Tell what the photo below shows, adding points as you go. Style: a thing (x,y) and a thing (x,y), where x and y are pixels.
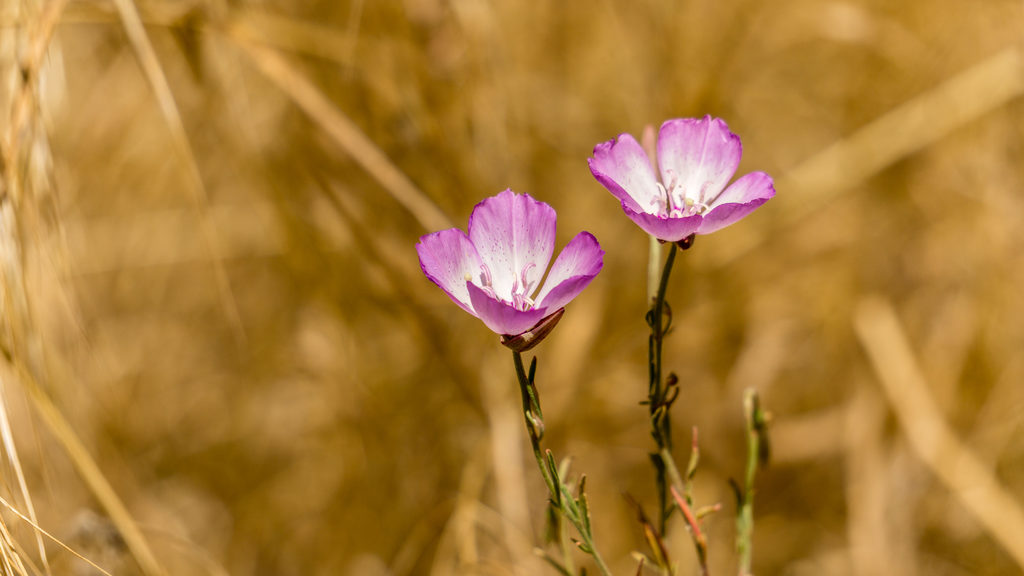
In the center of the image (519,357) we can see the flowers (574,288) and plants (653,414). In the background (681,401) the image is blur.
